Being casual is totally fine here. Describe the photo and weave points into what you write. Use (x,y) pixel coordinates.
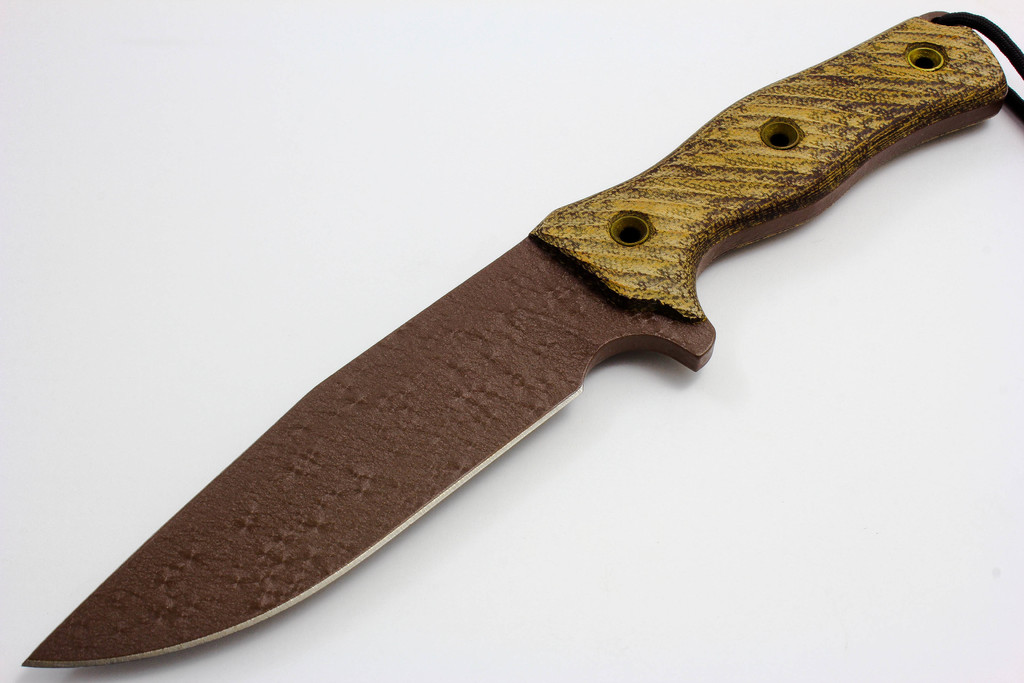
In this image I can see there is a knife (484,307).
